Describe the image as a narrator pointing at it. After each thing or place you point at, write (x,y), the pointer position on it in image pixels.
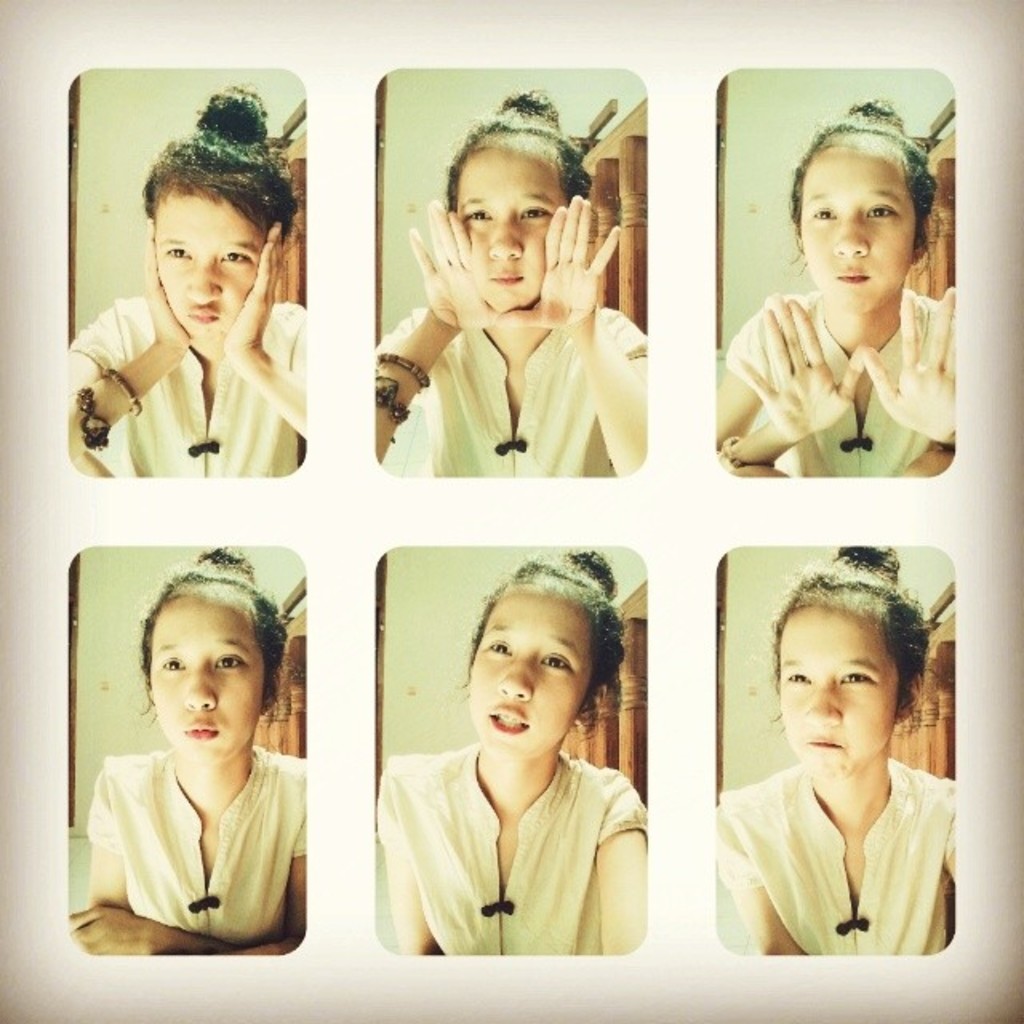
As we can see in the image there is a woman (491,323) with different face expressions and there is a wall (748,240).
